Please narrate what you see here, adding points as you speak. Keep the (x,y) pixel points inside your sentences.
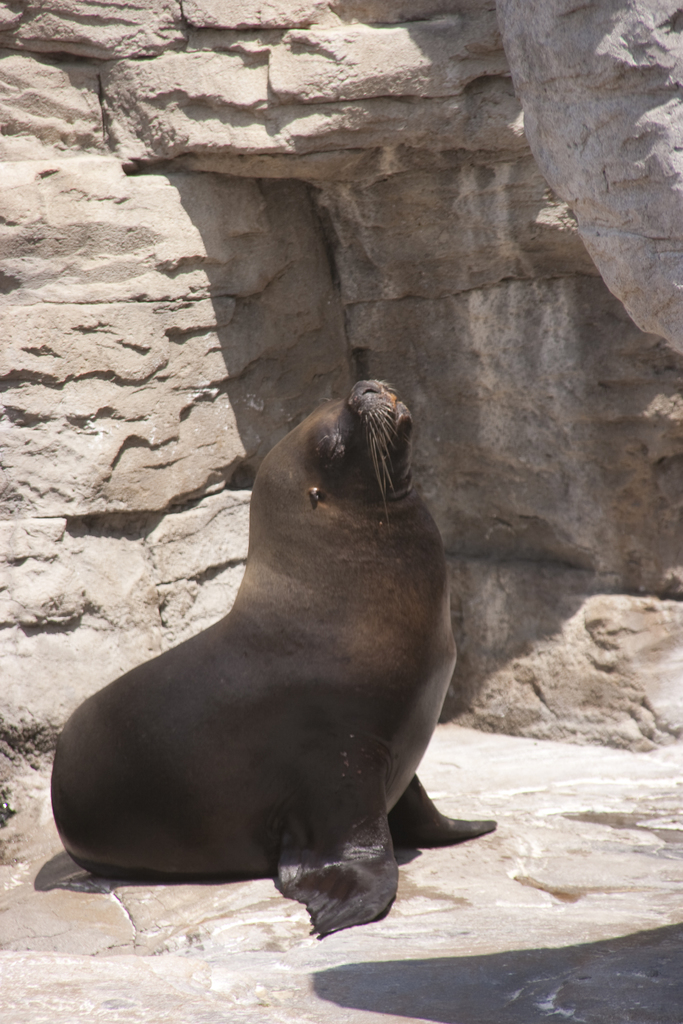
This is the California sea lion (249,719). I think this is the rock hill (528,368).
